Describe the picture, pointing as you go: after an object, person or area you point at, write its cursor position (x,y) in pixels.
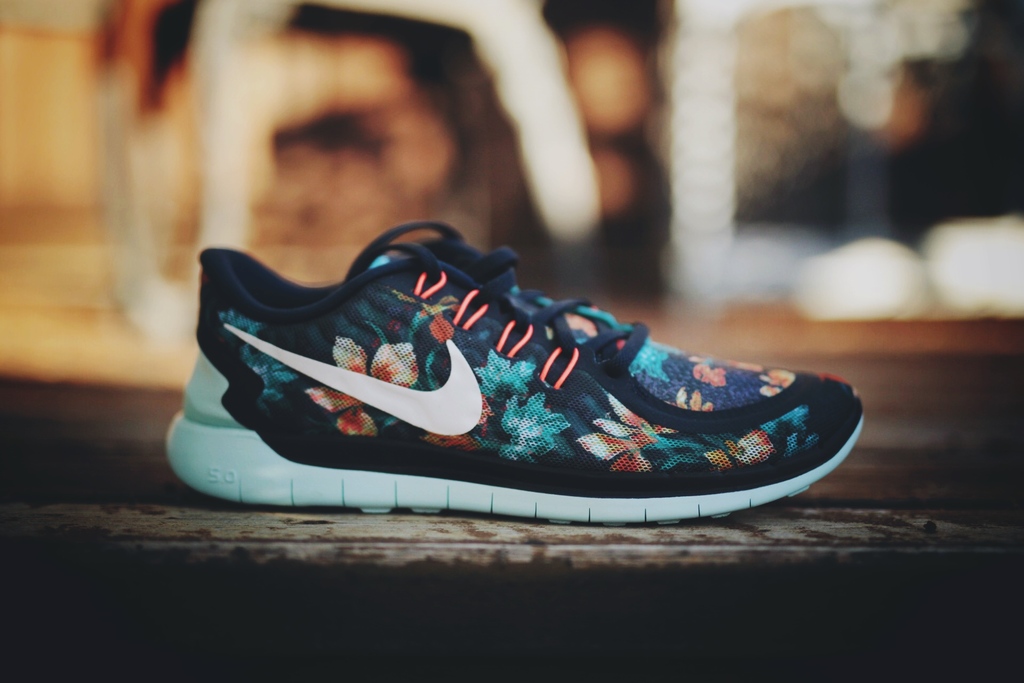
Here we can see a shoe (399,417) on a platform (154,542).
